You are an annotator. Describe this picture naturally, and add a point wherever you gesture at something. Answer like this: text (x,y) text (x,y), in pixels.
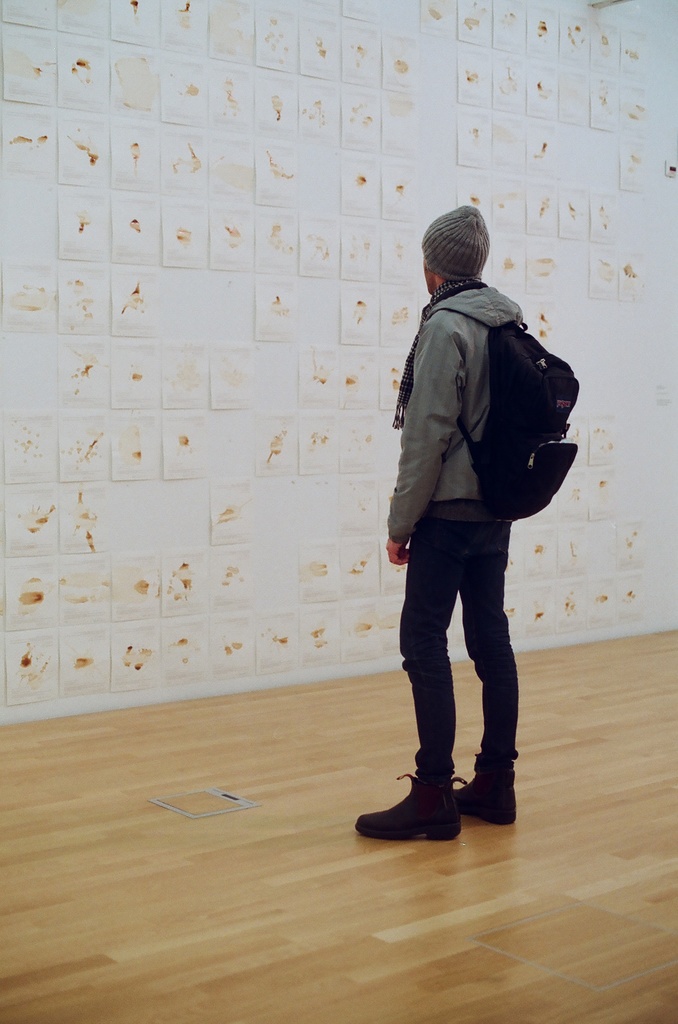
In this picture there is a person (427,485) with grey jacket (418,466) is standing. At the back (336,138) there are frames (274,138) on the wall (277,482). At the bottom (305,923) there is a wooden floor (332,928).
